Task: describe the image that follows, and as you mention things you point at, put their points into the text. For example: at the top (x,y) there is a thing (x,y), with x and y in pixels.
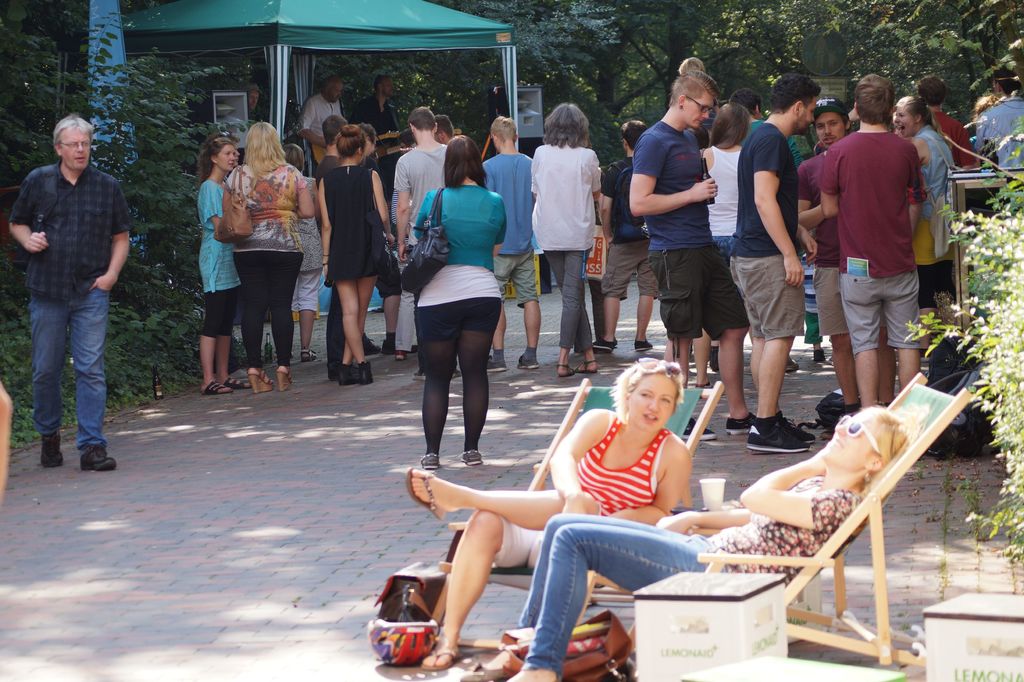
In the foreground of the image (694,500) we can see two women (678,482) sitting in chairs (859,645) are placed on the ground (825,646), bags (570,652) and containers (730,643) are on the ground (789,641). In the background (946,269) we can see a group of people (548,189) wearing dress (280,186) are standing. One woman (288,200) is carrying a bag (241,220). A shed (306,16), one person (328,113) is holding a guitar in his hand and a group of trees (933,29).
